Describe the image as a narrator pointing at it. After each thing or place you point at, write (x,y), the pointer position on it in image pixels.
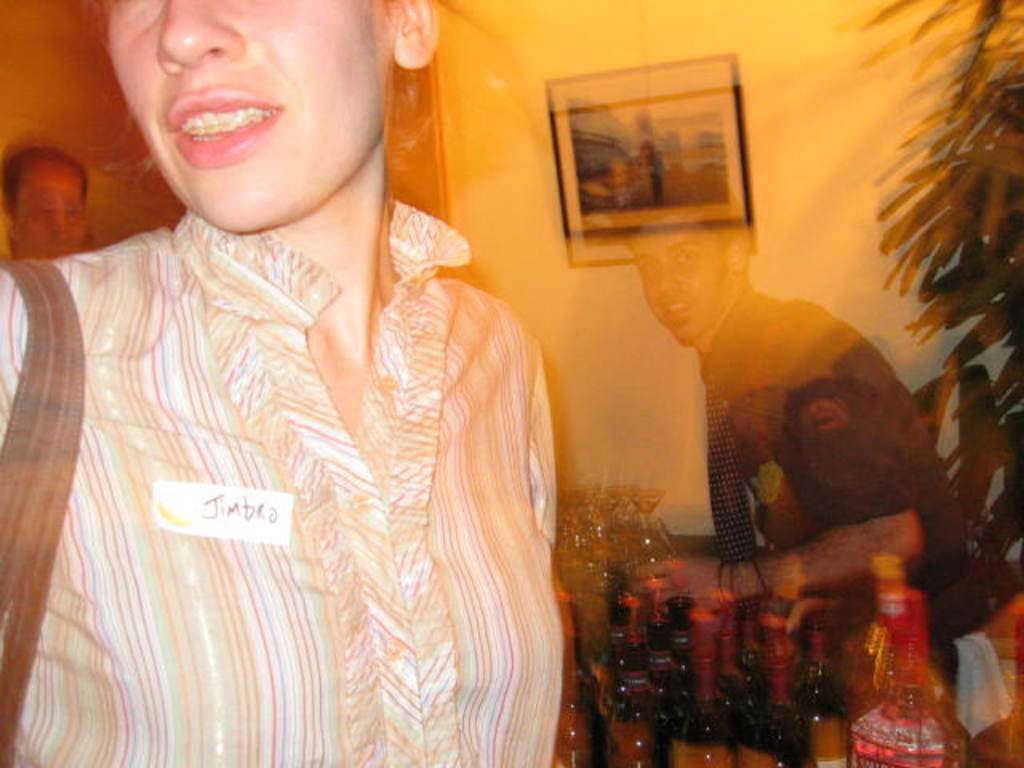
In the image we can see people (161,323) wearing clothes (531,520). Here we can see bottles (664,682) and wine glasses (600,503). Here we can see leaves (946,204) and frame (633,172) stick to the wall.
